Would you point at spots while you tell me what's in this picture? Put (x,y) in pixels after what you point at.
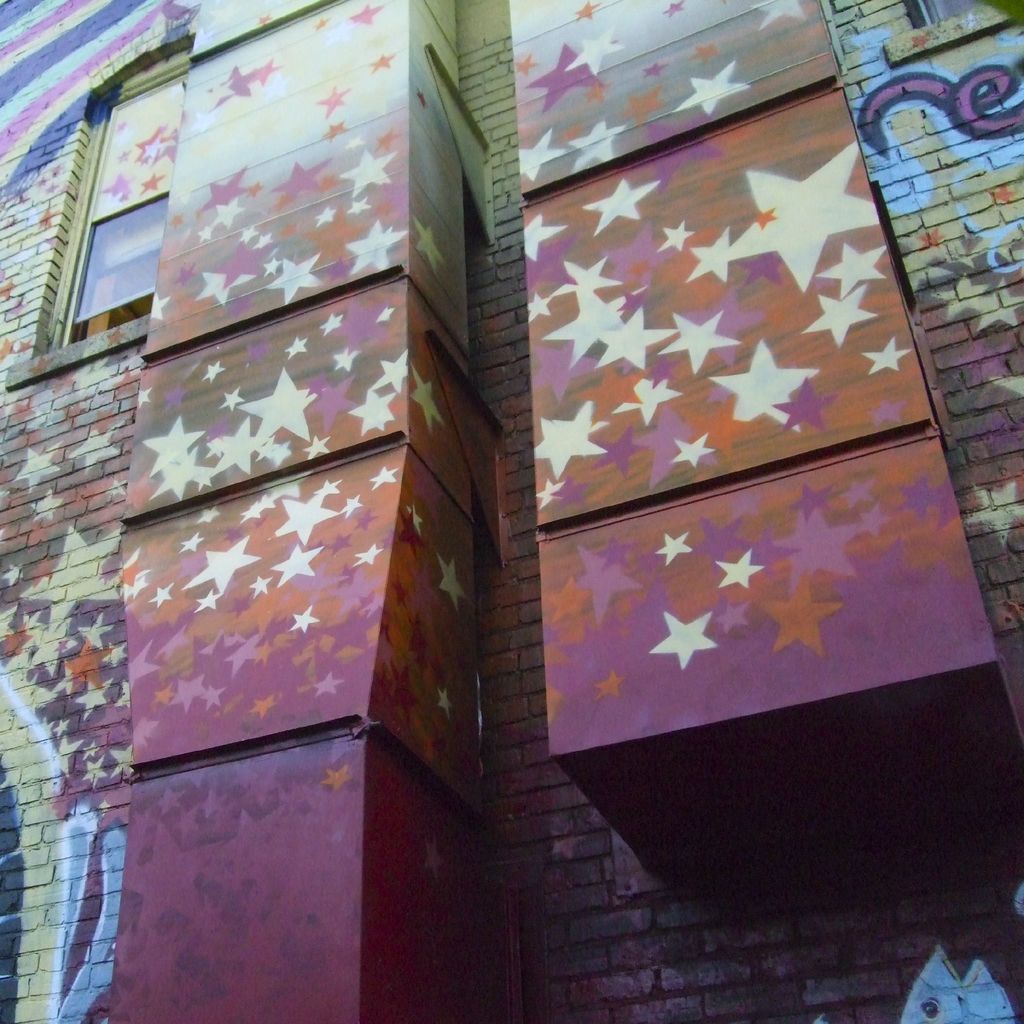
In this image we can see a building (485,633), on the building (124,629), we can see some graffiti (259,546) and also we can see the objects (547,709).
